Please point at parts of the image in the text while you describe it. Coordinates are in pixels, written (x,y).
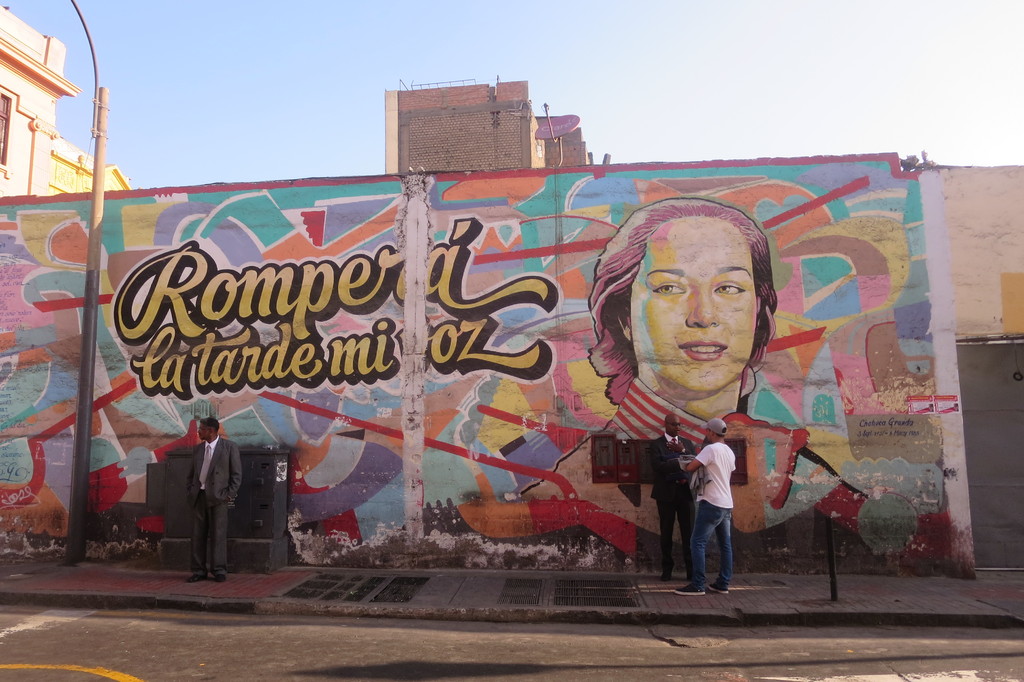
In the image we can see there are people (660,493) standing, wearing clothes (674,504) and shoes (196,575). Here we can see the wall (699,310) and painting (571,344) on the wall (452,320). Here we can see the pole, road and the sky (678,95).
